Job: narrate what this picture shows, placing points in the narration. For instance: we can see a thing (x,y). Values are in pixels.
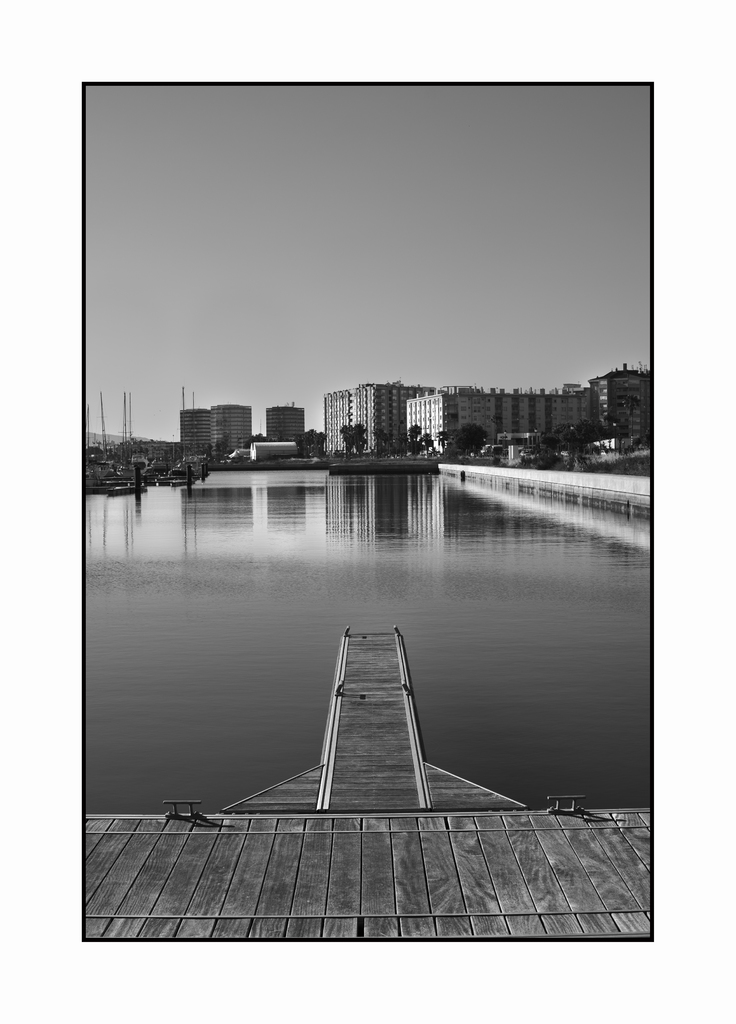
In the picture we can see wooden bridge (364,806), there is water (350,579) and in the background of the picture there are some buildings (541,412), trees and top of the picture (263,222) there is clear sky (208,244).
